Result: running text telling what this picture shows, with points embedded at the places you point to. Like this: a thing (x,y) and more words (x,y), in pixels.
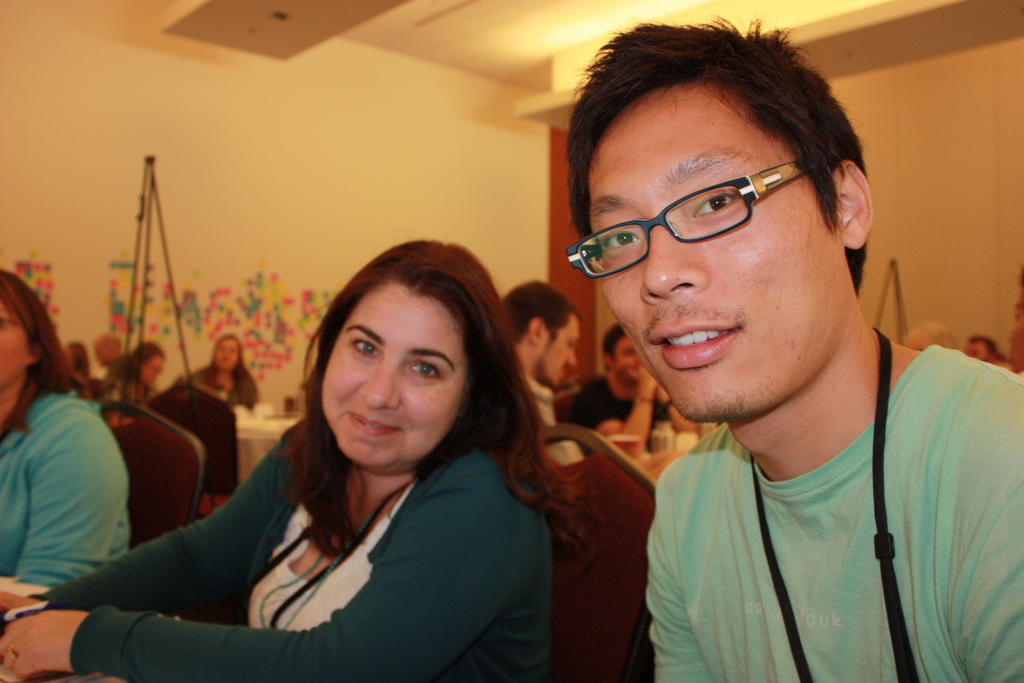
In this image there are group of people (376,378) who are sitting, in the foreground (398,450) there is one man (704,383) and one women (427,469) who are smiling. In the background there are some chairs (144,477) and tables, on the table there are some glasses (628,438), cups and some other objects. And in the background (973,243) there is a wall (319,161), and on the left side (146,172) and right side there are some sticks (142,185). At the top (445,47) there is ceiling (559,55).
